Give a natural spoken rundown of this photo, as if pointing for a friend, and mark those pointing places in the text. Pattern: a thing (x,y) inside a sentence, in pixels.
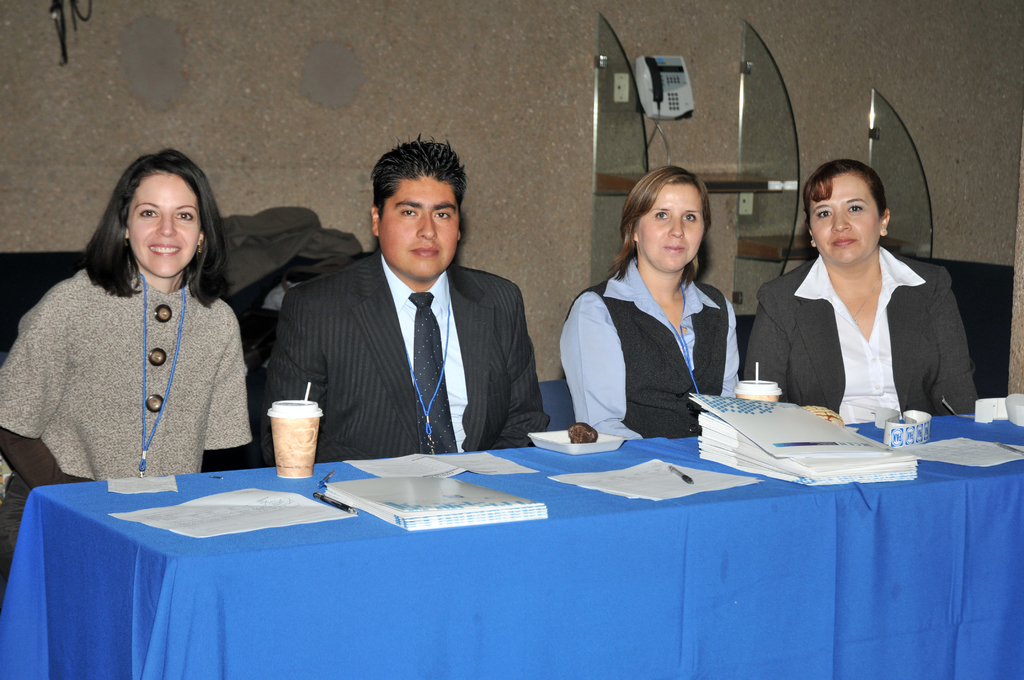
In this image in the center (648,449) there is a table (603,500) which is covered with a blue colour cloth (557,523) and on the table (554,509) there are papers (686,490), pens (325,483), glasses (289,464) behind the table (520,486) there are persons (517,335) sitting and there is a woman (196,367) smiling. In the background (379,92) there is a telephone (671,98) on the wall (712,160) and there are shelves (741,174) and there are objects (271,263) which are black and grey in colour.
